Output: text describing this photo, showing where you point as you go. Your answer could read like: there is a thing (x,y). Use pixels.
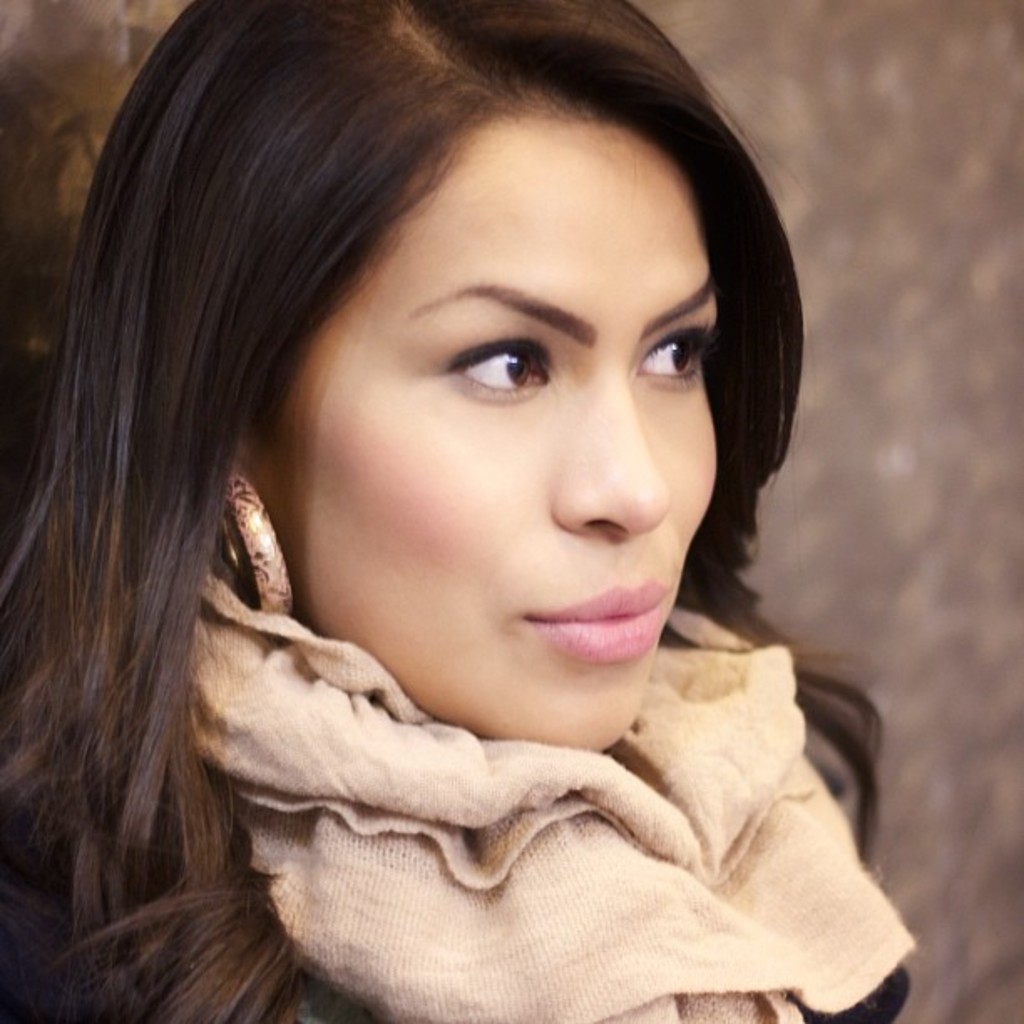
In this picture we can see a woman (564,653) here, in the background (818,486) there is a wall (860,417), she wore a scarf (470,881).
